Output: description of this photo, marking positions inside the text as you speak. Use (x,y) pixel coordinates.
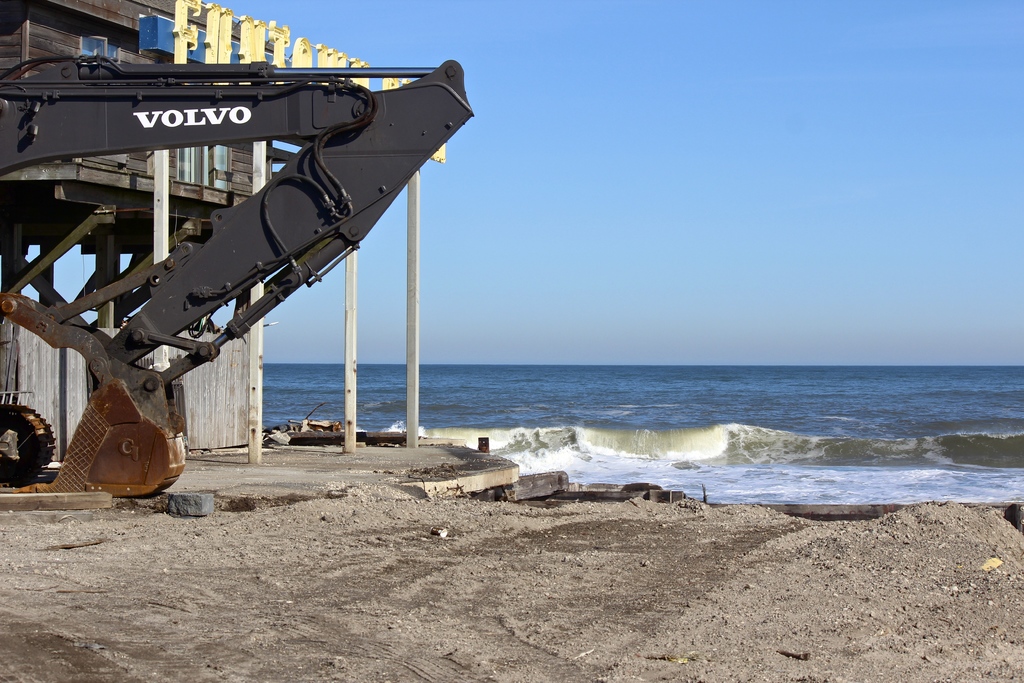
In the picture there is a sea (528,435) and in front of the sea (373,395) there is a wooden building (238,187) and beside the building (103,22) there is a crane (166,473), on the right side (948,524) there is a land (749,533) covered with sand (437,554).
